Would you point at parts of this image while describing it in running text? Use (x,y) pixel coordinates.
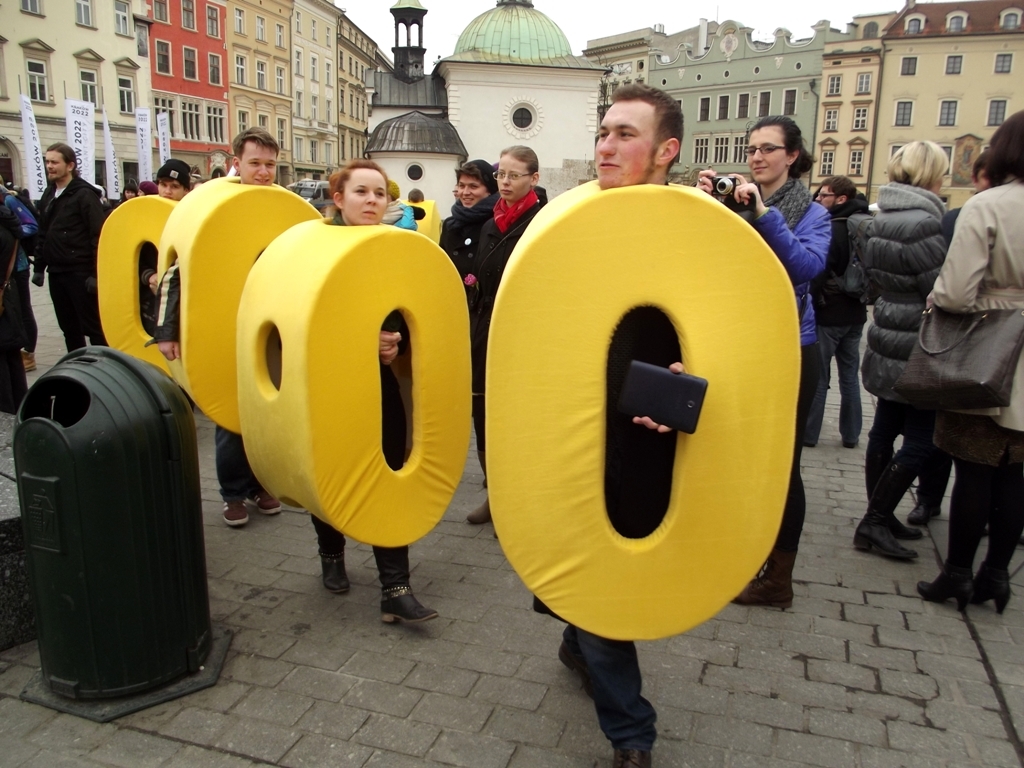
In this picture we can see there are groups of people (86,271) standing and some people (306,361) in the fancy dress (321,342) and a person (763,172) is holding a camera (727,186). Behind the people (544,391) there are buildings (383,82) and a sky (723,17).
